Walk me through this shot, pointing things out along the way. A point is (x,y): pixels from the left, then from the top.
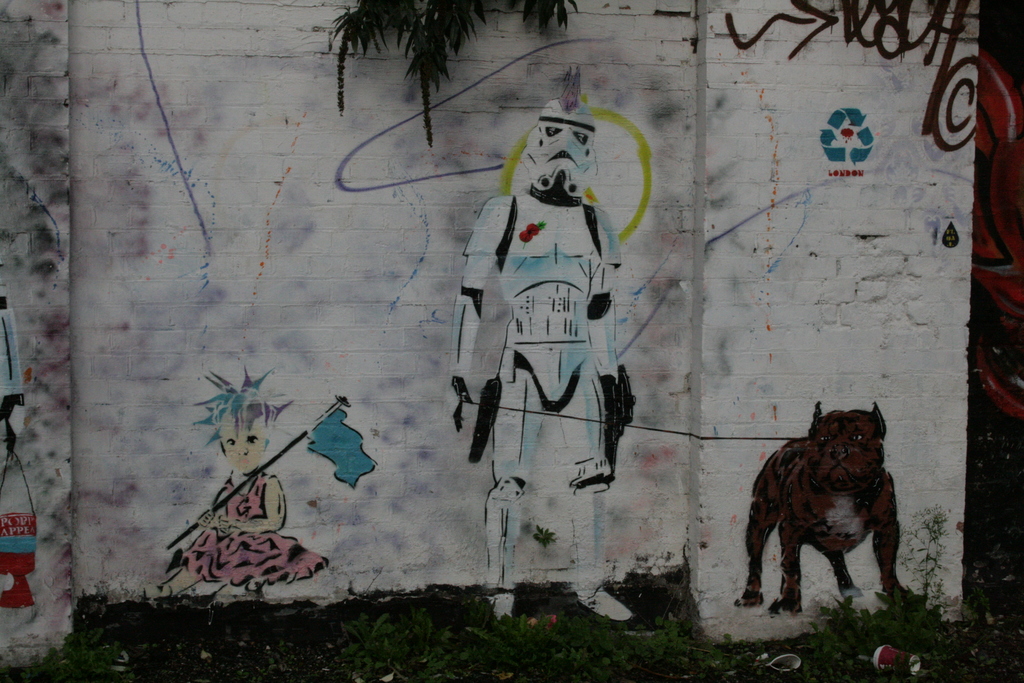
This picture shows painting (648,172) on the wall (154,333) and we see a tree (439,60) and grass (98,665) on the ground (557,637).
